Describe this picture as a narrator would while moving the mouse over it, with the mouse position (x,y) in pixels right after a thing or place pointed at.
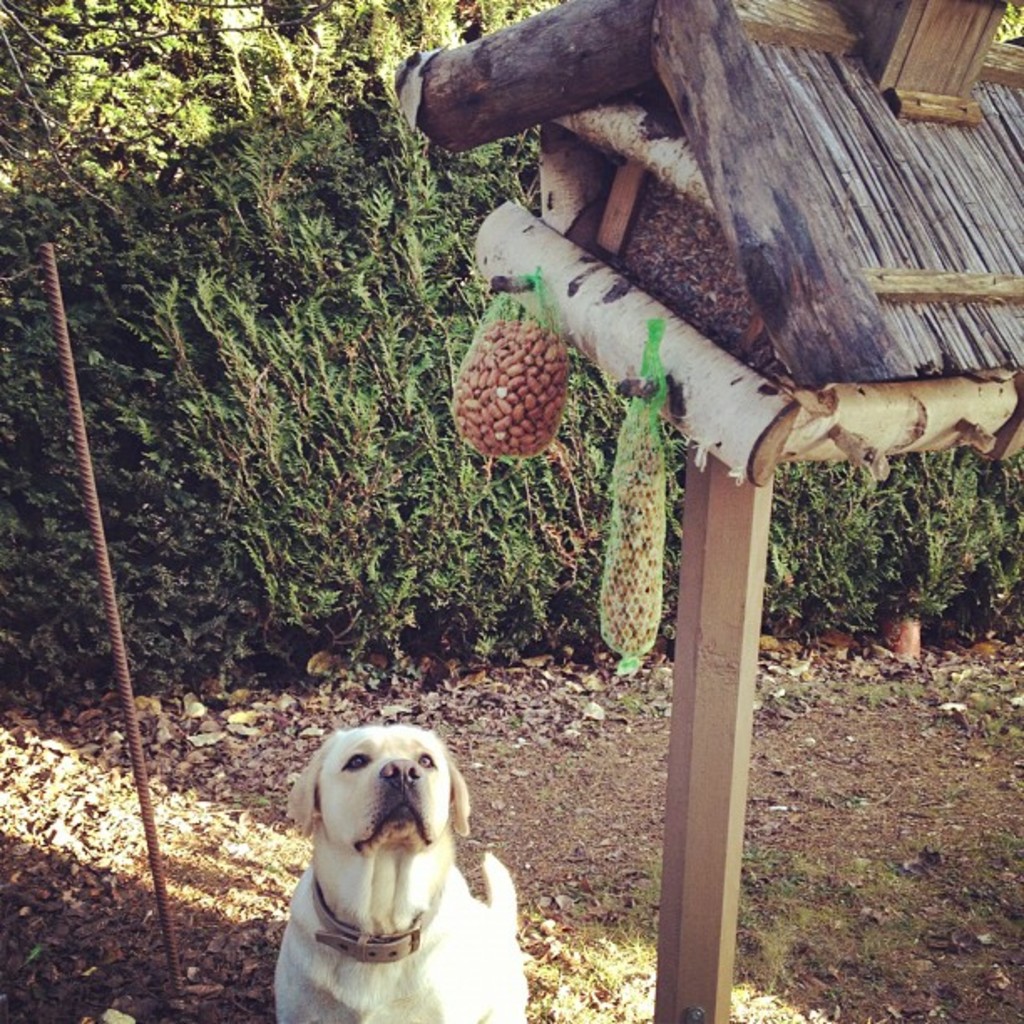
In this picture we can see a white color dog (415,918), beside to the dog (356,861) we can find a metal rod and also we can see few plants (290,400).
